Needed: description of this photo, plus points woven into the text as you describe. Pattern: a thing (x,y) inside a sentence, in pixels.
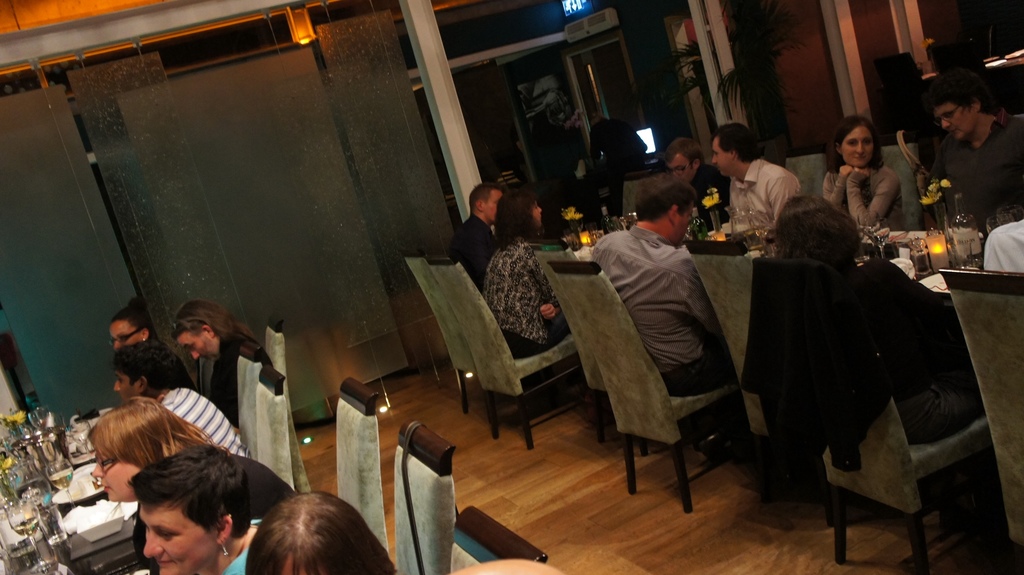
In this image i can see there are group of people (548,318) who are sitting on the chair (730,324) in front of the dining table (874,252) and talking to each other. On the table (71,469) we have some glass bottles (51,516) and utensils (52,518) on the table (68,506). The floor (604,478) is a wooden made and the side of the image we have curtains (170,156).
